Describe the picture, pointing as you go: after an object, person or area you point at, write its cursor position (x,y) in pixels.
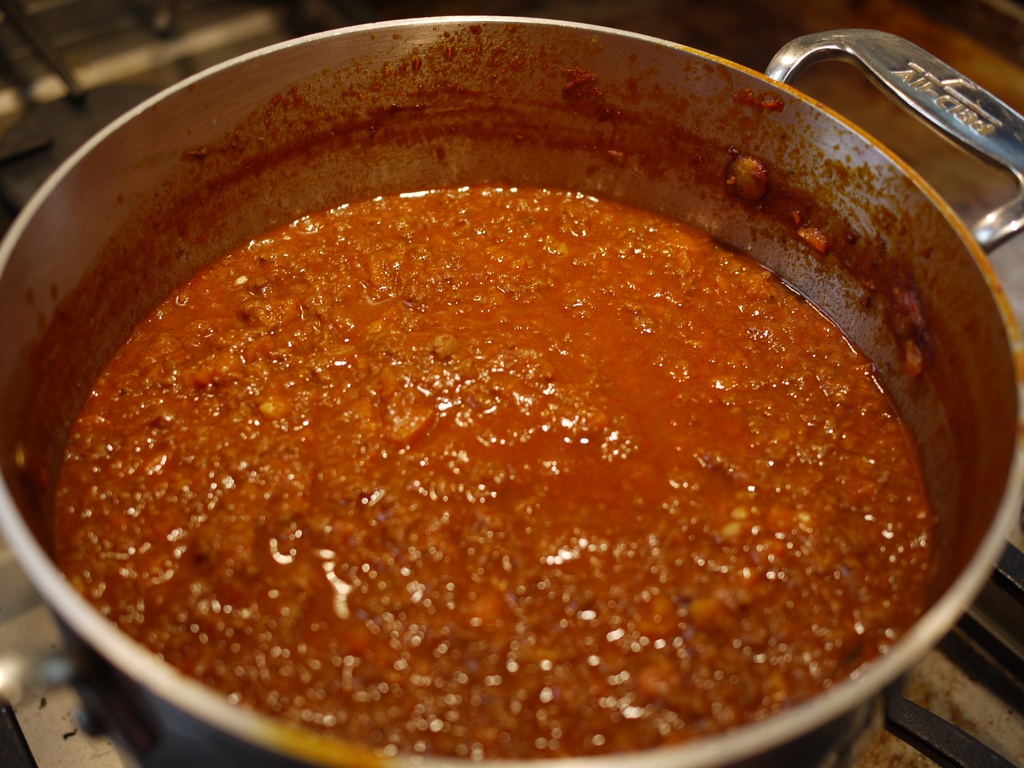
In this container (837,151) there is a food (684,316). In the background (664,15) it is blur.
